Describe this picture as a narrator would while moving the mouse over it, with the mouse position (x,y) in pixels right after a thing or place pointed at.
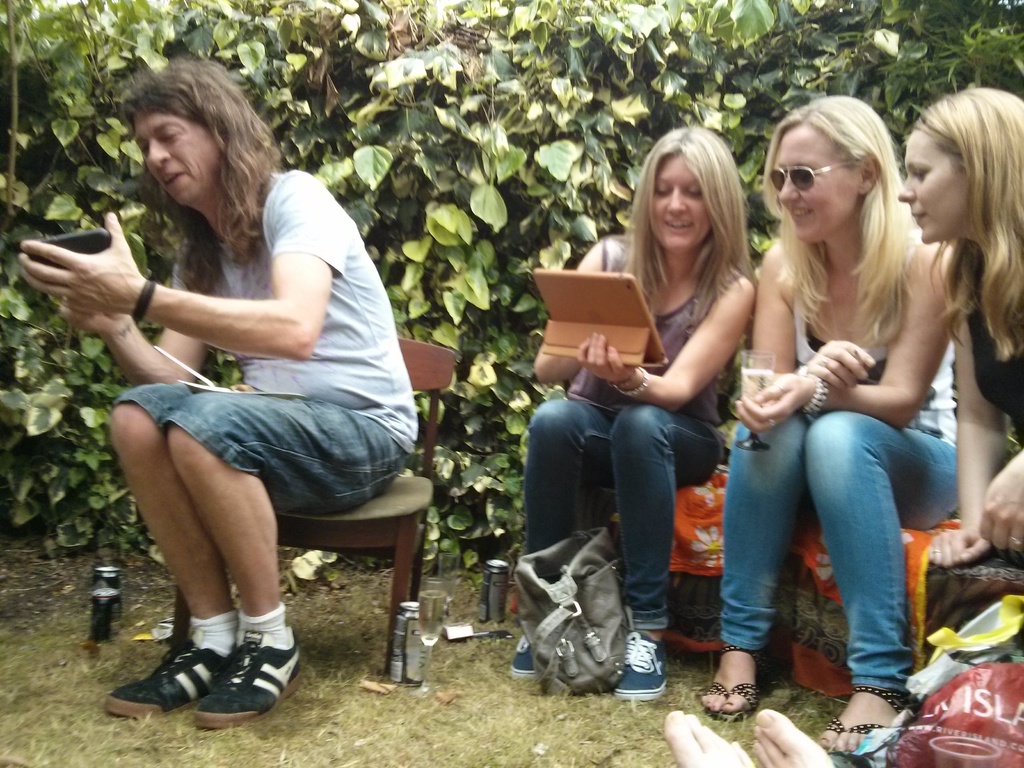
In the background (808,32) we can see leaves (715,32). In this picture we can see the people (1000,531) sitting. We can see few objects (605,540) on the grass (239,757). On the right side of the picture (835,134) we can see a woman (864,209) wearing goggles (835,168) and she is holding a glass (770,382). Beside her we can see a woman (699,184) holding a gadget (536,279). On the left side of the picture (323,471) we can see a person (193,322) is smiling, holding an object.
